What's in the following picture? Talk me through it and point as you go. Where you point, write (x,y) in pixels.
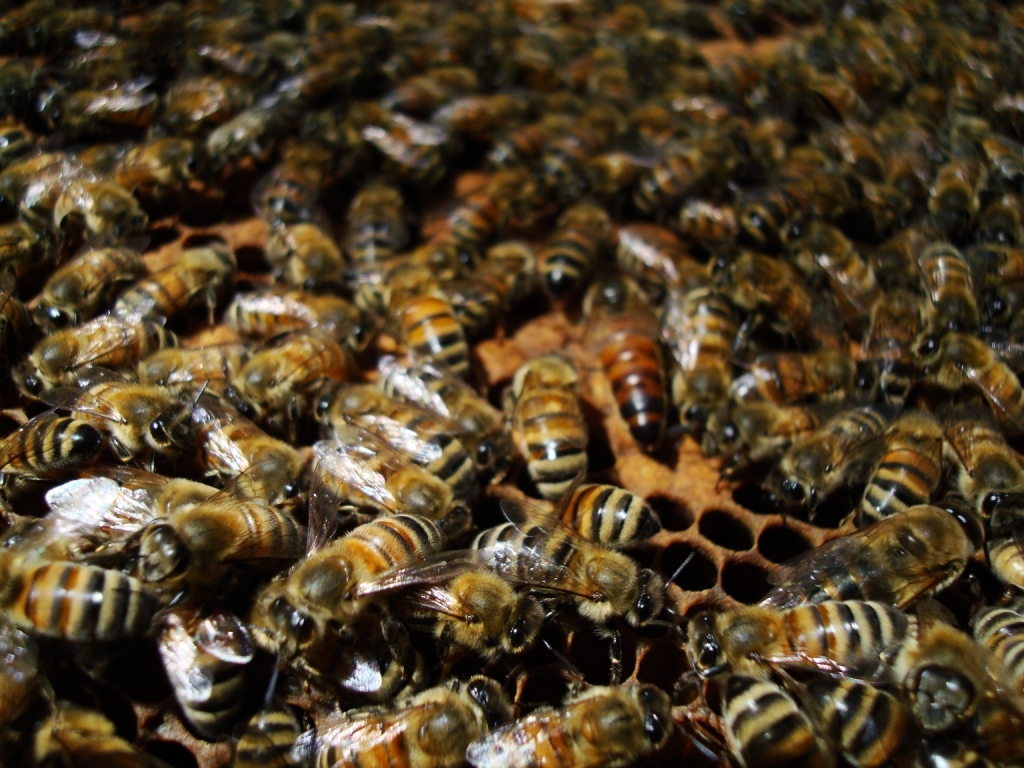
In this image we can see some honey bees (464,424), and the background (65,116) is blurred.
